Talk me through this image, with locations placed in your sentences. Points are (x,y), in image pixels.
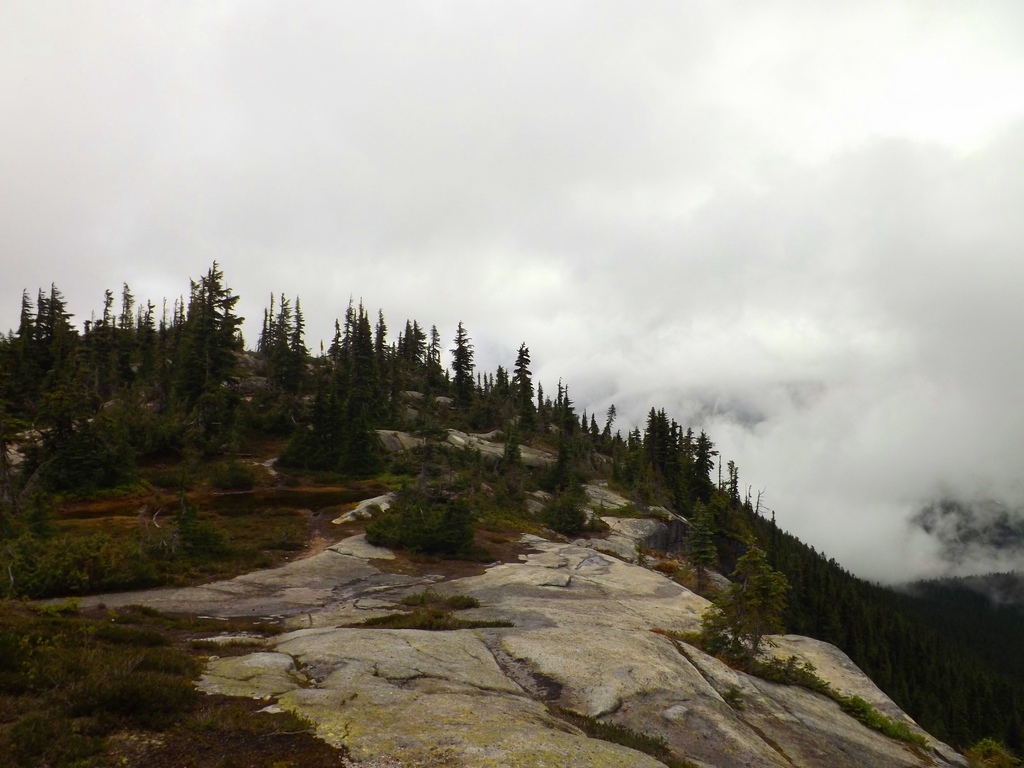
We can see rocks (419,722), grass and plants (89,632) on the ground (718,646). In the background (602,445) there are trees (602,445), clouds (626,204) and sky (132,174).
